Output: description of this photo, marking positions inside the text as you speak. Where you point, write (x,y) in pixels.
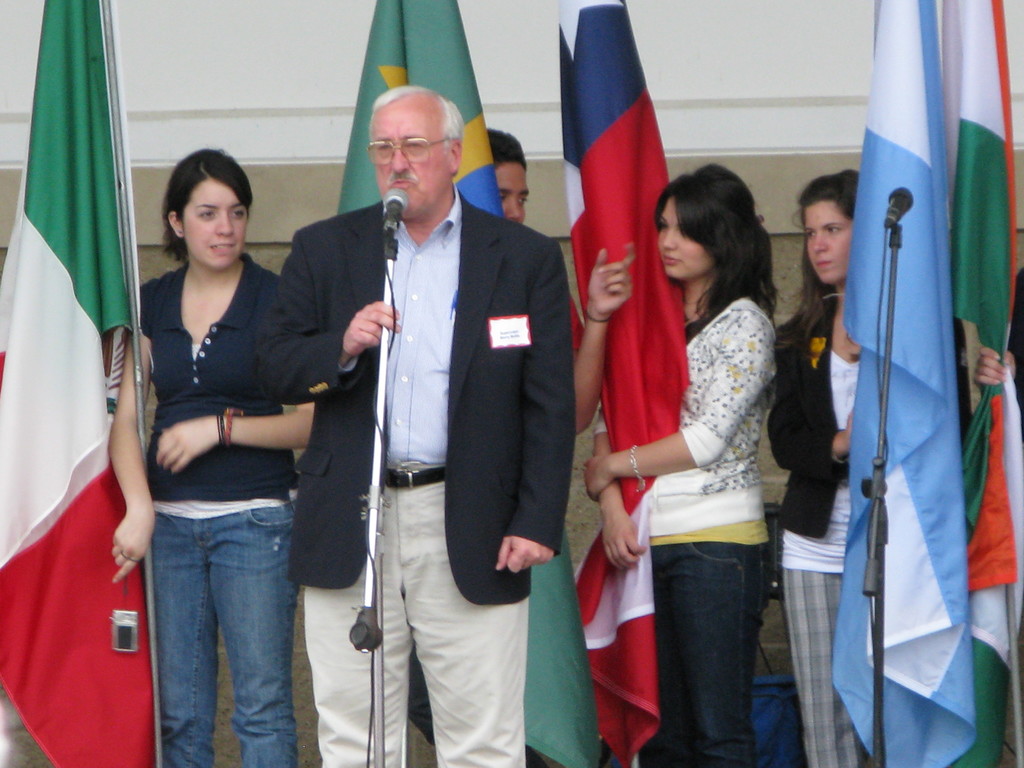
In the center of the image (424,334), we can see a person (412,412) standing and holding a mic (403,195) and wearing glasses (407,158). In the background (460,41), there are some other people (786,331) holding flags (86,208) and we can see an another mic (881,390) and there is a wall (737,82) and at the bottom (776,709), we can see a blue color object (775,714).
